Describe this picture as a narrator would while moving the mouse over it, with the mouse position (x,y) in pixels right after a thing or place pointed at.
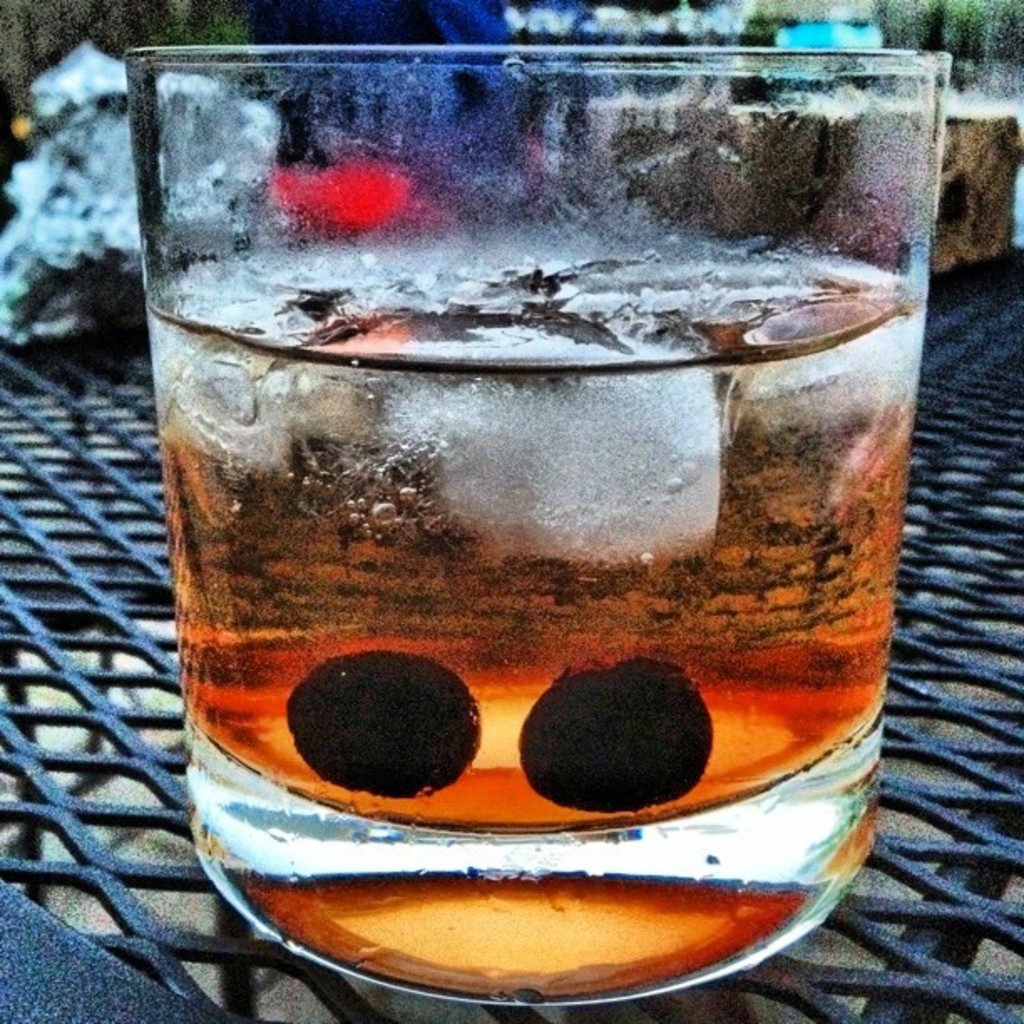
In this picture we can see a glass (393,893) with drink (356,537) and ice cubes (438,303) in it and this glass (304,448) is placed on a mesh (985,580) and in the background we can see some objects (82,135) and it is blurry.
